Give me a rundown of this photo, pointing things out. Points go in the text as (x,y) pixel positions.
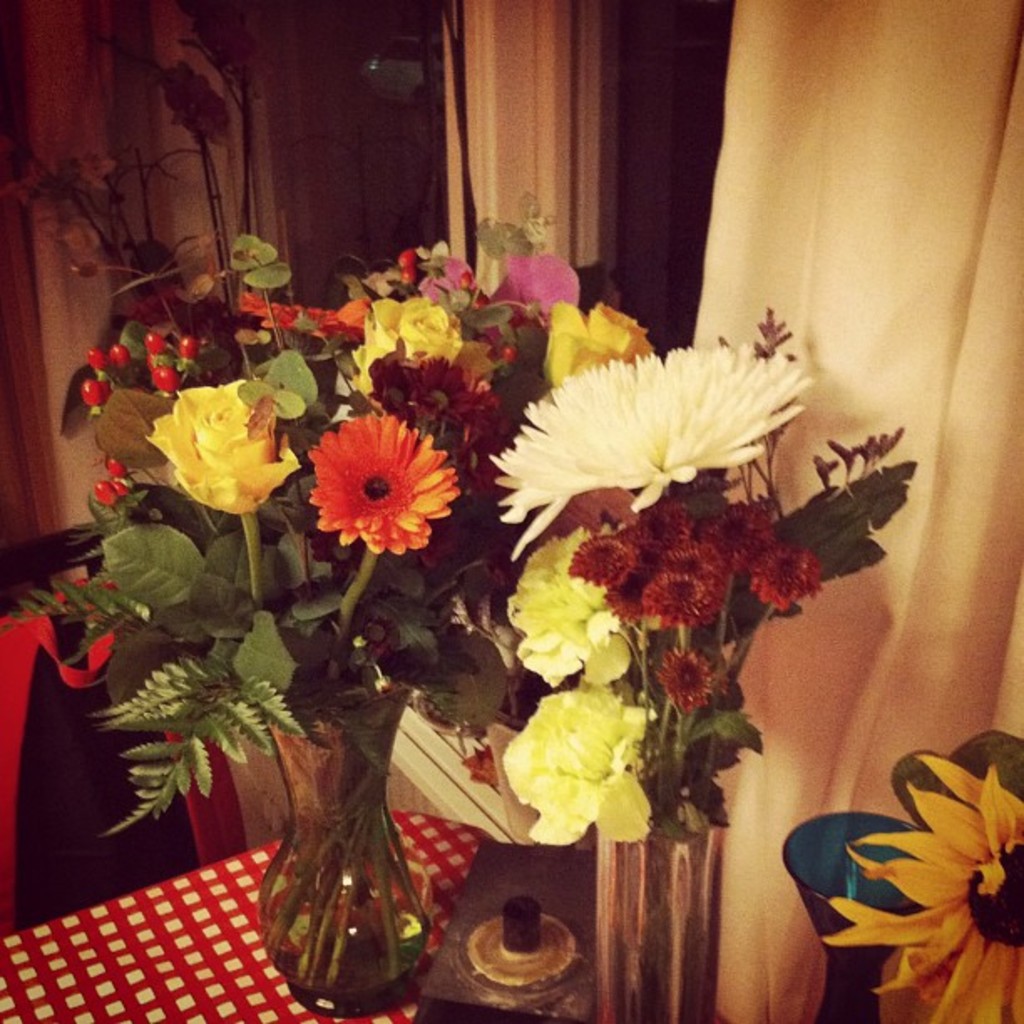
In this image, we can see flower vases (289,947) and object (485,917). Here we can see red and white surface (192,976). Background (624,287) we can see glass window (327,173), curtains (956,435).
